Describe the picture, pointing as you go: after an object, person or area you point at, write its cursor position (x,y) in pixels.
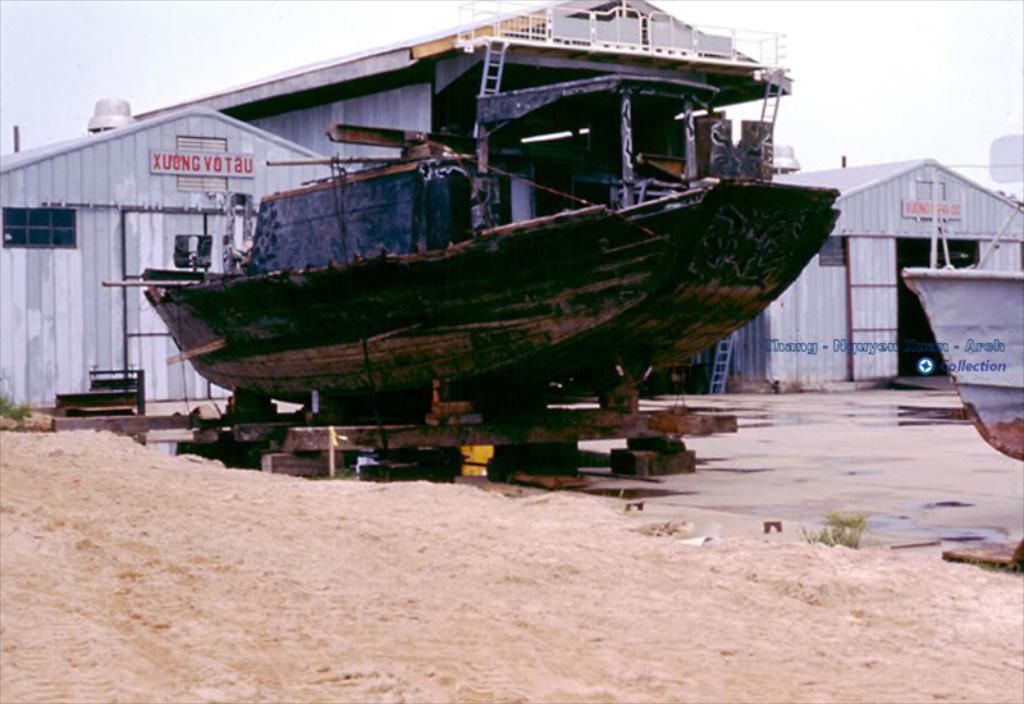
In this picture we can see boats (1019,328), sand (633,689), ladder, grass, houses (735,368), name boards (193,159) and in the background (162,42) we can see the sky (153,59).
